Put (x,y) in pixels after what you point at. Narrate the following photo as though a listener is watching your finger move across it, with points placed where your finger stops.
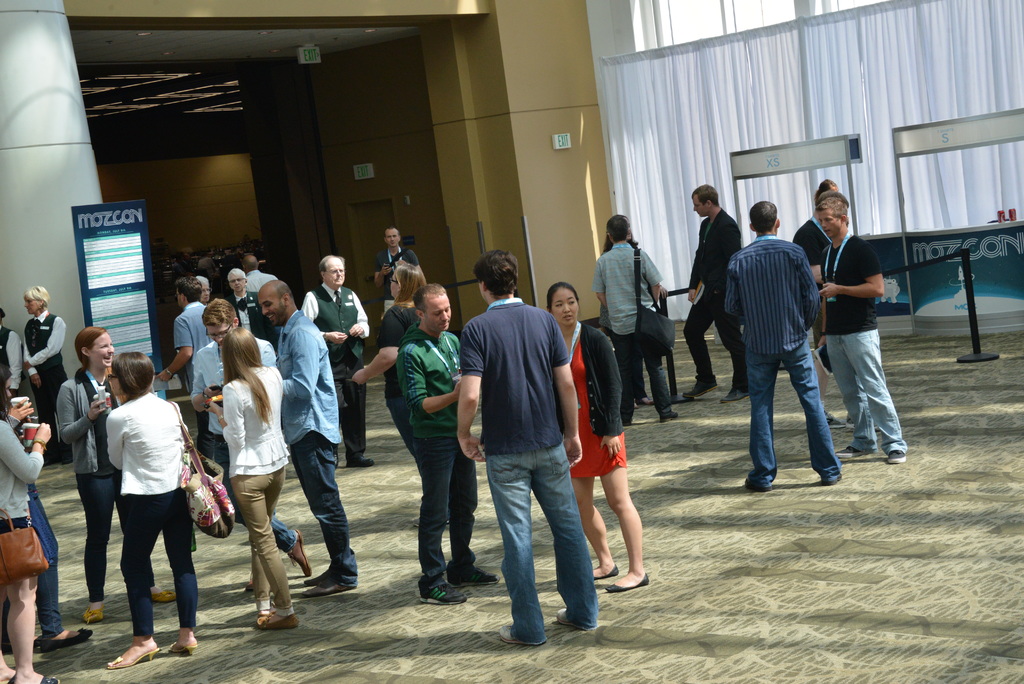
In this image we can see few persons (556,285) are standing and among them few persons (179,500) are carrying bags (664,319) on their shoulders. In the background (932,274) we can see a hoarding (127,317), rope and pole barrier (970,296), curtain (752,124), windows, objects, lights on the ceiling (219,34) and a door (360,286).
